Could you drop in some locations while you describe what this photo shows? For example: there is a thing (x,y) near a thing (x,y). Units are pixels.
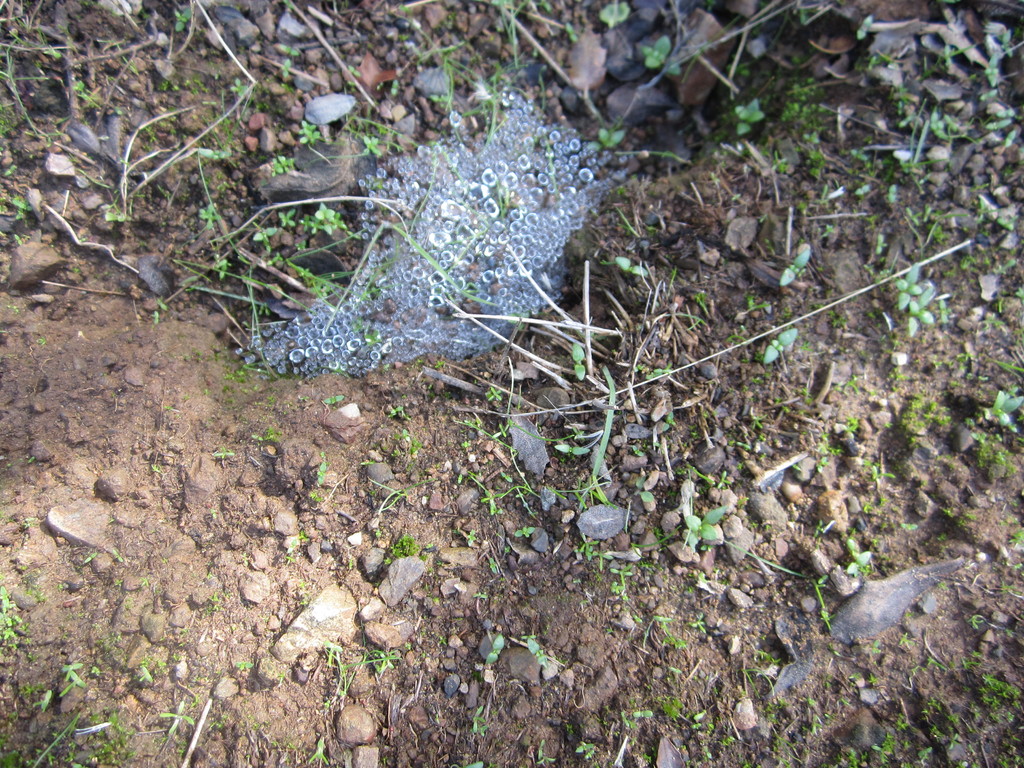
The picture consists of plants (579,498), stones (335,432) and soil (401,512). In the center of the picture (436,272) it is water (426,270).
